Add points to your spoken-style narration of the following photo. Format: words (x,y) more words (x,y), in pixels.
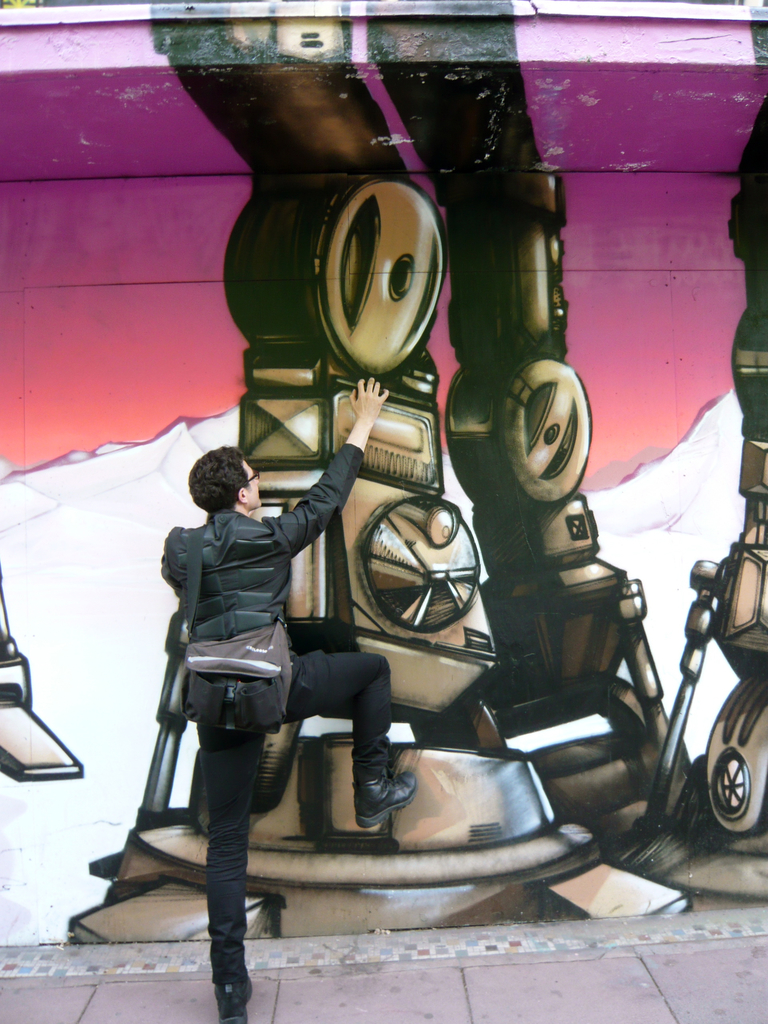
In this picture there is a person (214,764) standing on the footpath (262,1023) and there is a painting (540,447) on the wall (543,782).
